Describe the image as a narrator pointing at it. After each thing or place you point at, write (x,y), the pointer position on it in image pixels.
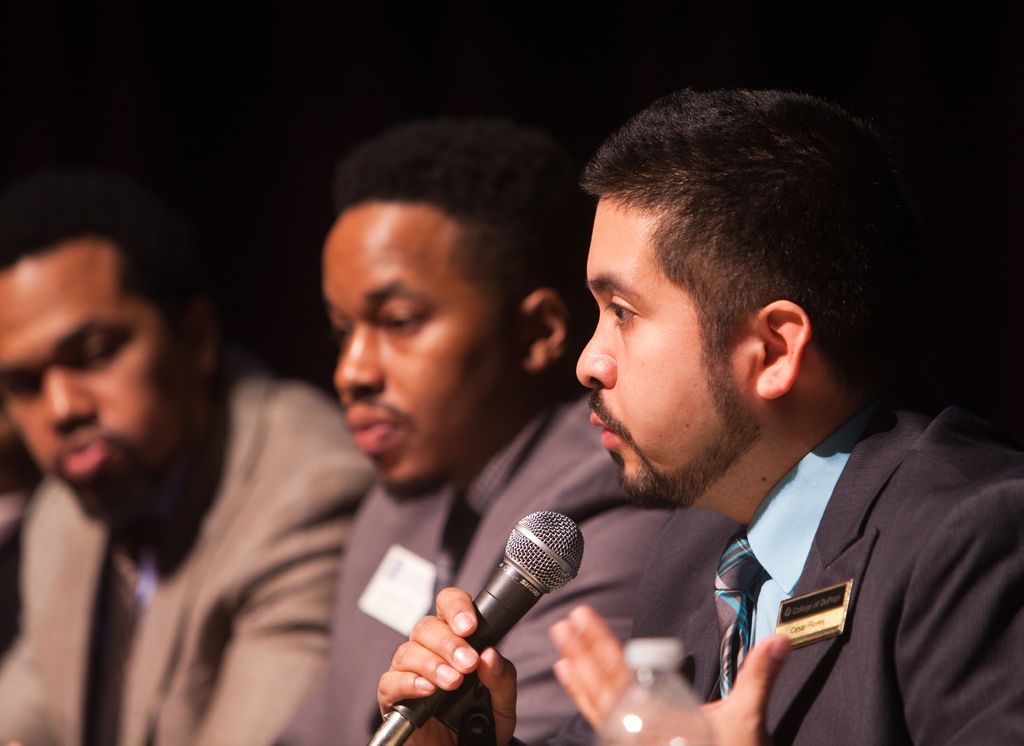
In this image, There are some people (582,696) sitting and in the right side (712,654) there is a man (805,655) holding a microphone (416,722) which is in black color he is speaking a microphone (534,583).
